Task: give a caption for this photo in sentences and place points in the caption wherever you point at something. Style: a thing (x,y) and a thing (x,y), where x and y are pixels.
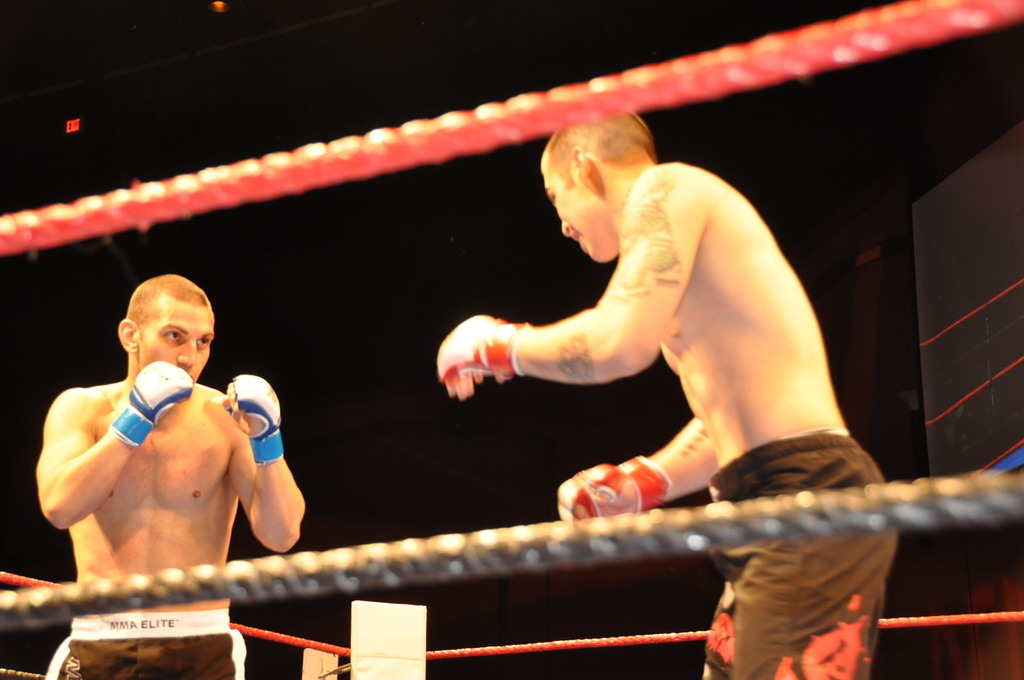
Here we can see two men (729,314) and they wore gloves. There are ropes (1008,502) and there is a dark background (389,210).
